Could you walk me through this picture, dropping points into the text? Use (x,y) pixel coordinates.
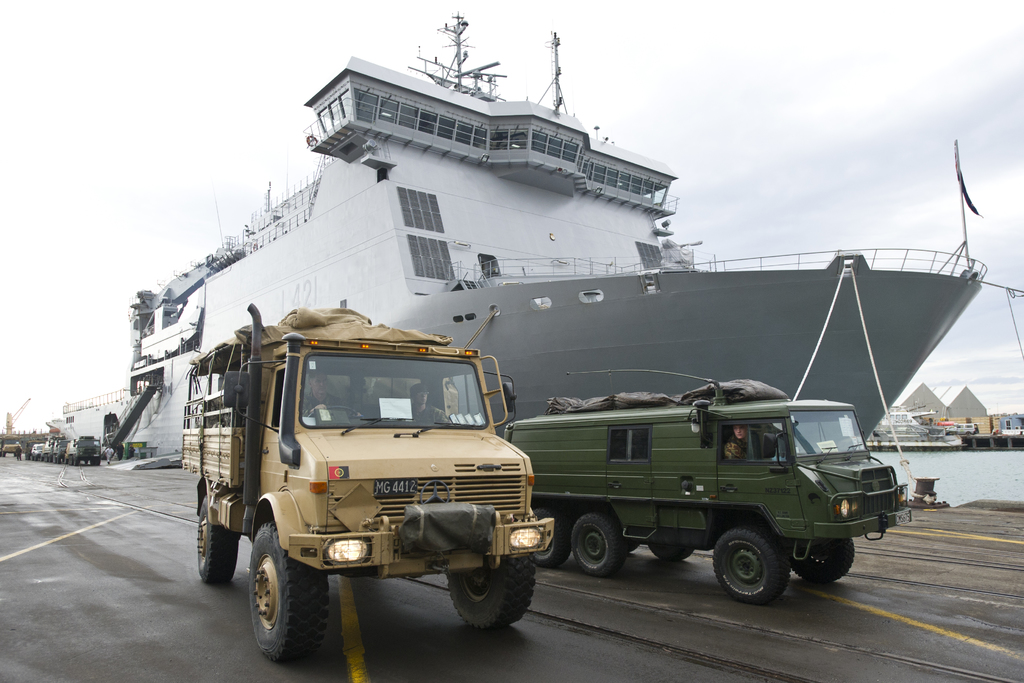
In the image we can see there are many vehicles (242,468) on the road (167,512), in the vehicle (416,388) there are people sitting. There is a ship (598,284) in the water (966,459), these are the ropes (826,330), buildings (914,403) and a cloudy white sky (748,124).
